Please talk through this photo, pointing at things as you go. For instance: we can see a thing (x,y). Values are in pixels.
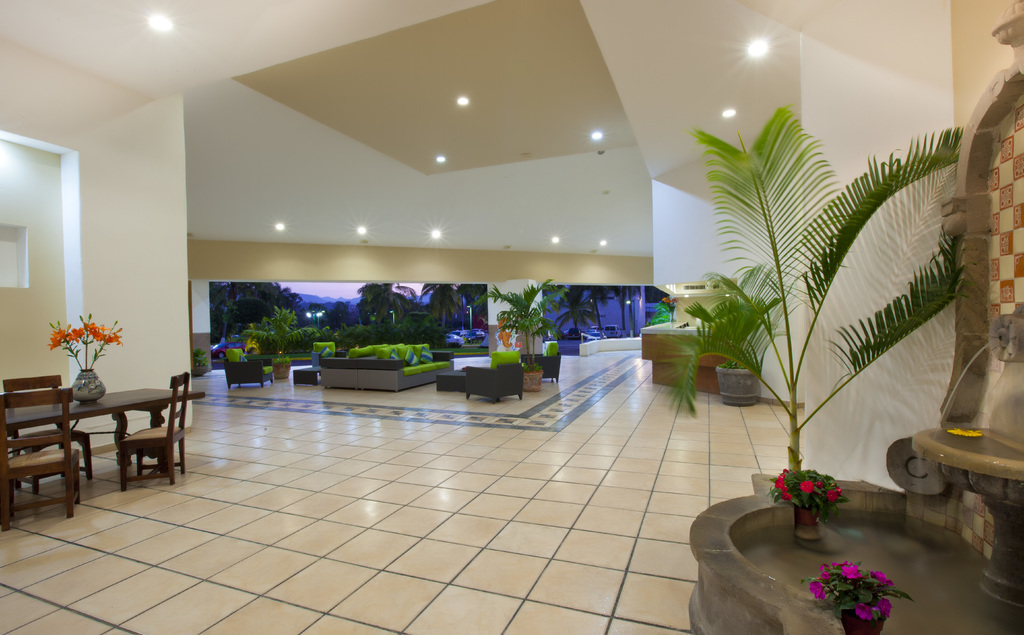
In this image we can see a dining table (122,408), and chairs (161,430) on the floor (209,523), there are flower pots (824,487), there is the water (837,534) in the container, there is a sofa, and pillows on it, there are trees (418,316), at above there are ceiling lights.
